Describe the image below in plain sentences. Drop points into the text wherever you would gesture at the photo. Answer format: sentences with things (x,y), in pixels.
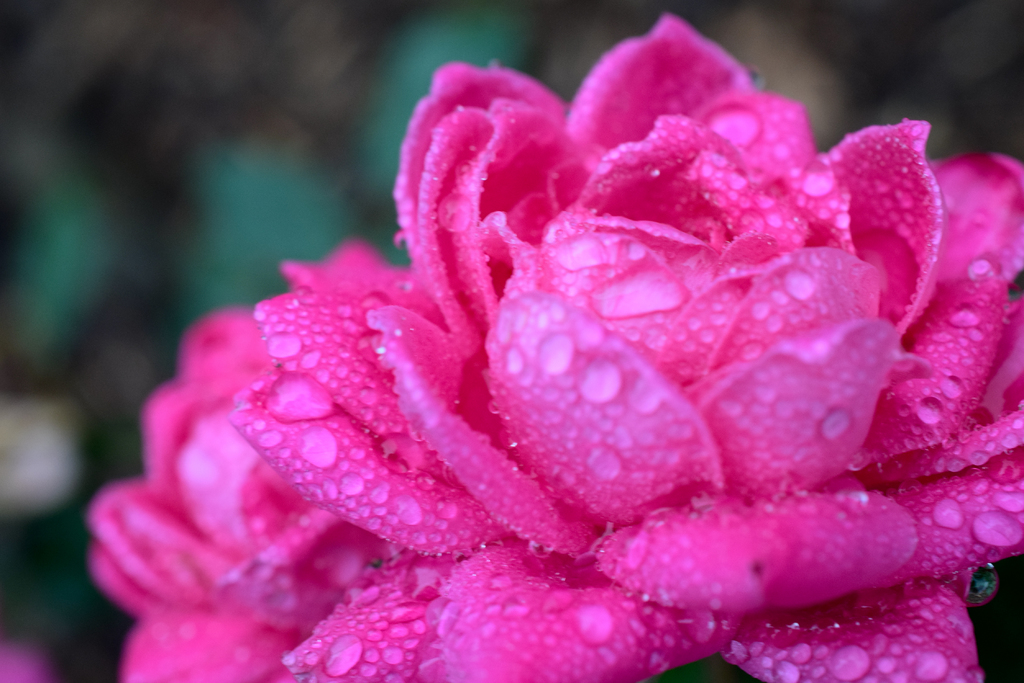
In the front of the image (754,523) I can see water drops (503,322) are on the flowers (499,411). In the background of the image (291,222) it is blurry.
